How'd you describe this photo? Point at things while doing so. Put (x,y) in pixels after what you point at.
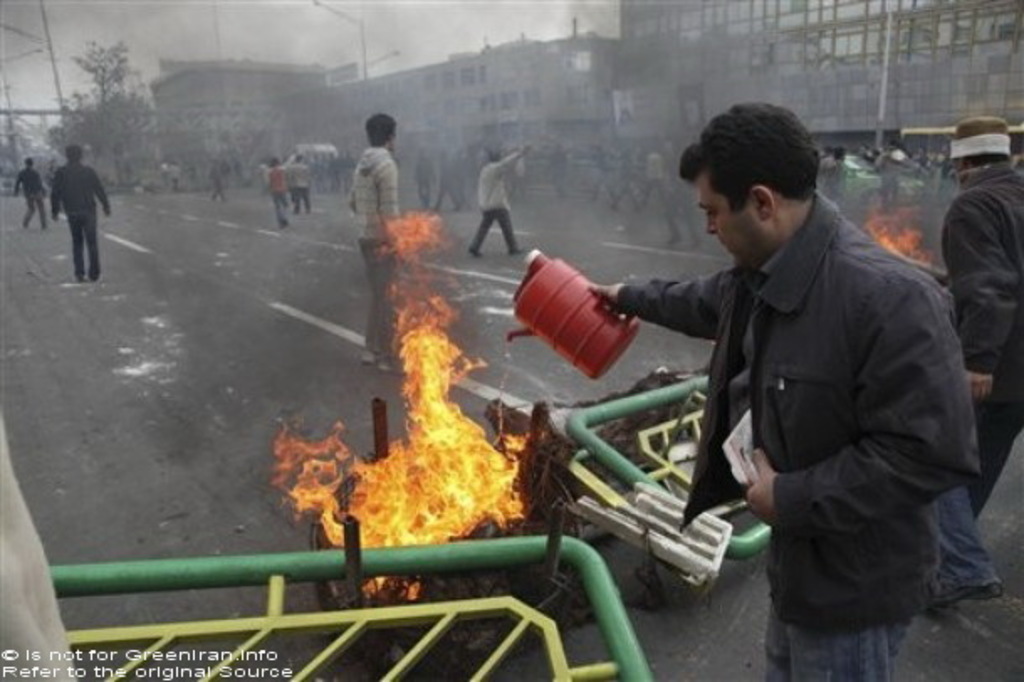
At the bottom left of the image (119,638) there is a green color stand (441,619) on the floor (584,647). And at the right side of the image (793,350) there is a man (782,290) with black dress (784,277) is standing and holding the red can (577,334) in his hand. In front of him on the road (477,419) there is a fire (402,473). In the background (70,239) there are few people (75,155) standing and also there is smoke (187,166). Also in the background (300,111) there are buildings (681,77) with walls (667,87) and glass windows (811,54). And to the top of the image (60,23) there is a sky (60,74).
